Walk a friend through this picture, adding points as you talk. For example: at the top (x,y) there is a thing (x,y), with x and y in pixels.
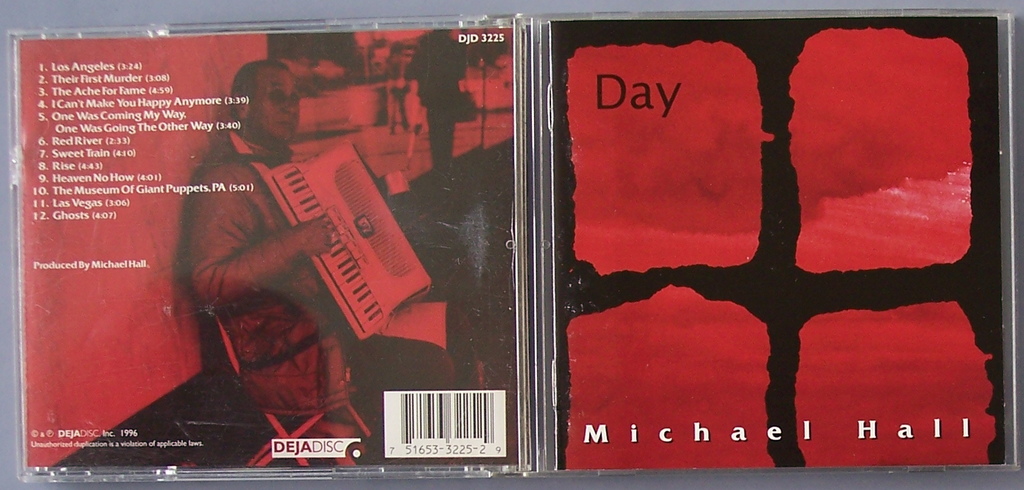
In this image there is a disc cover (636,172) kept on the floor (362,13). There is some text (195,443) on it. Left side (284,246) there is a person (323,288) holding a musical instrument (352,256).
